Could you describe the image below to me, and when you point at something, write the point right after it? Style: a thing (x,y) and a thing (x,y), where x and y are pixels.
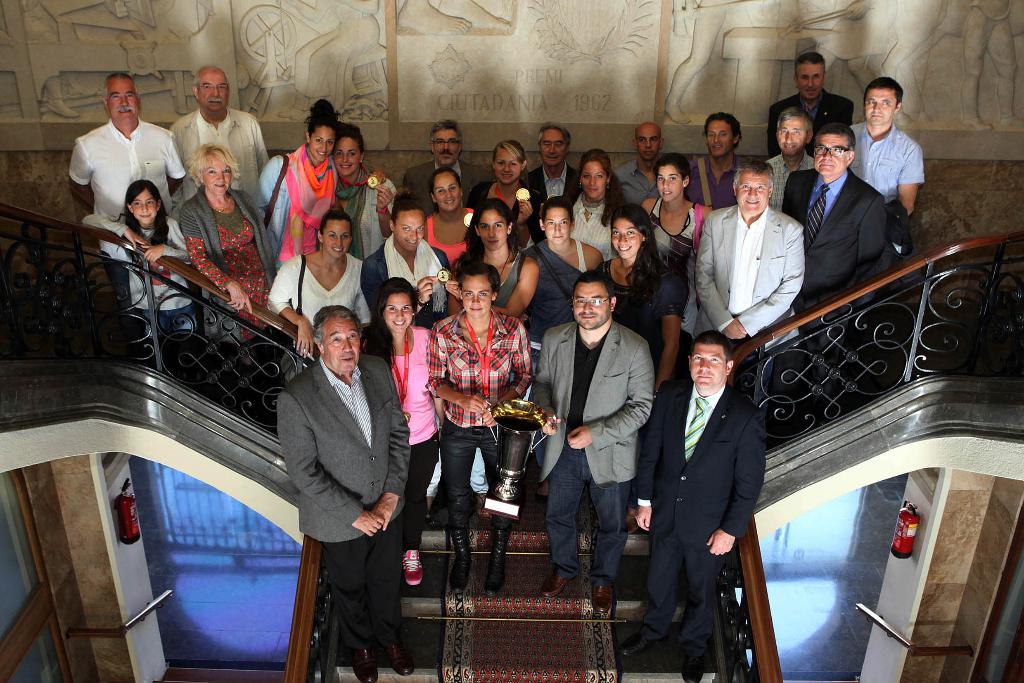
In this image I can see so many people (734,455) standing on the stairs (423,677) in which two of them holding memento cup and some other holding badges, at the back (892,51) there is a wall (892,51) with some art (172,96) in it.
